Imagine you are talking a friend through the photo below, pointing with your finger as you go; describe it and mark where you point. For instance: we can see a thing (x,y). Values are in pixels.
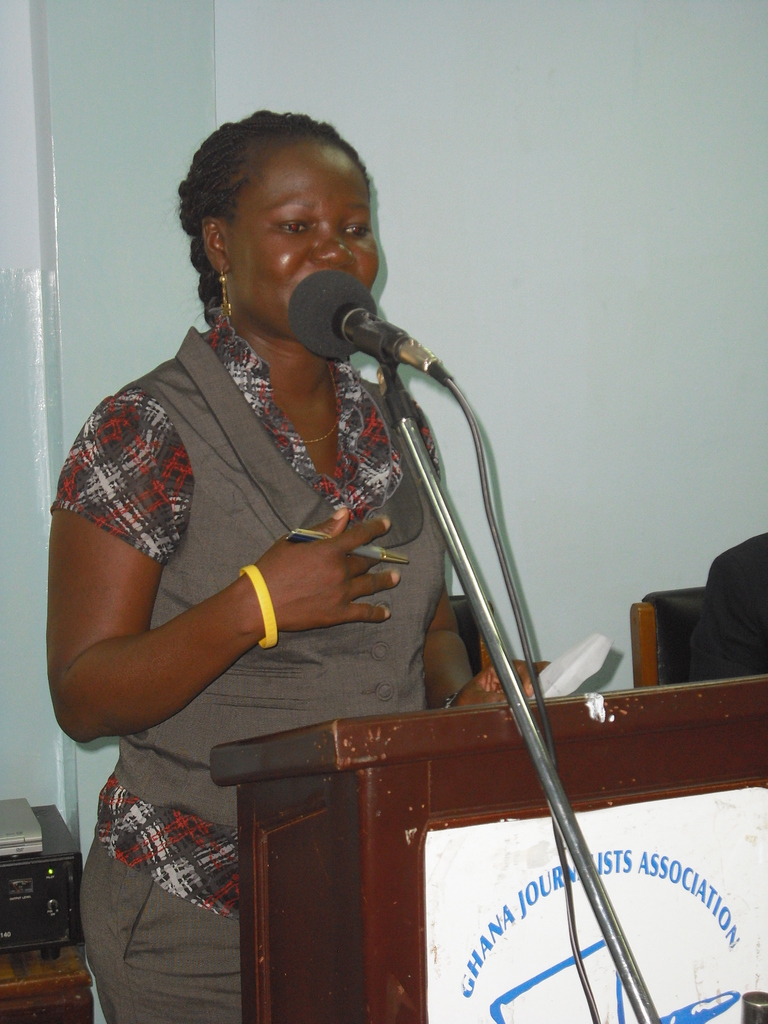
In this picture, we see the woman (234,607) is standing. She is holding a pen (314,539) in her hand (300,562). In front of her, we see a podium (422,788) and a microphone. I think she is talking on the microphone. Behind her, we see a table (23,972) on which music recorder (52,863) is placed. In the background (86,763), we see a white wall (526,423) and a sofa chair (676,597).
